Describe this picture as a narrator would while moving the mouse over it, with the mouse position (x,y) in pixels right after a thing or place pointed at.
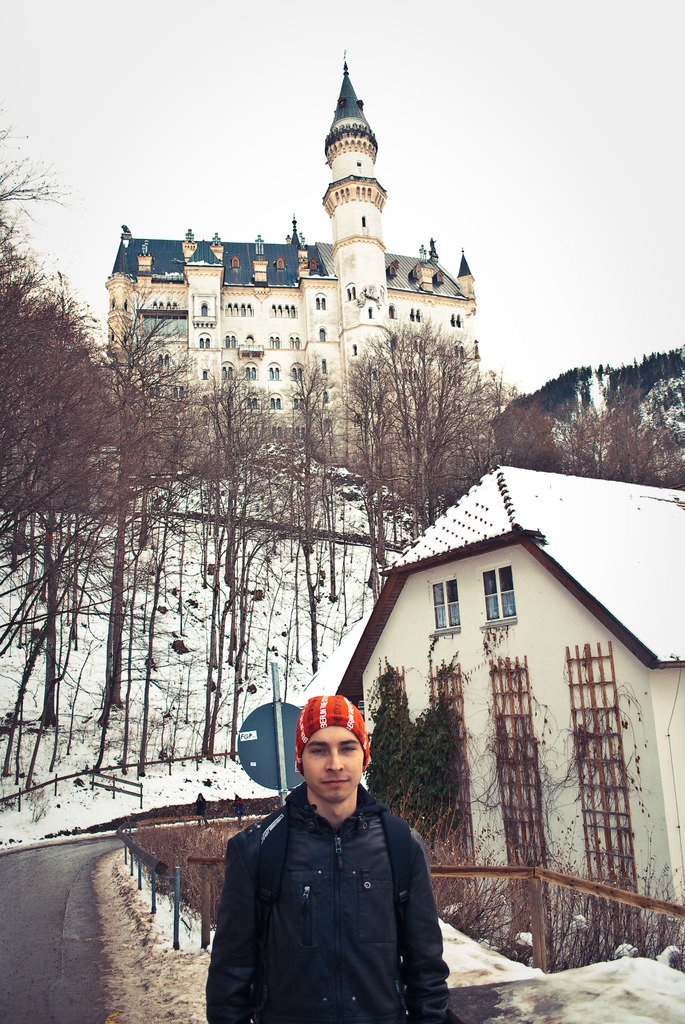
In this image I can see a person (333,949) wearing black colored dress (342,926) and orange color cap (317,722) is standing. In the background (32,959) I can see the road (67,873), the railing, few trees (32,551), a pole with board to it, few buildings (452,540), some snow (242,545) and the sky (377,170).
